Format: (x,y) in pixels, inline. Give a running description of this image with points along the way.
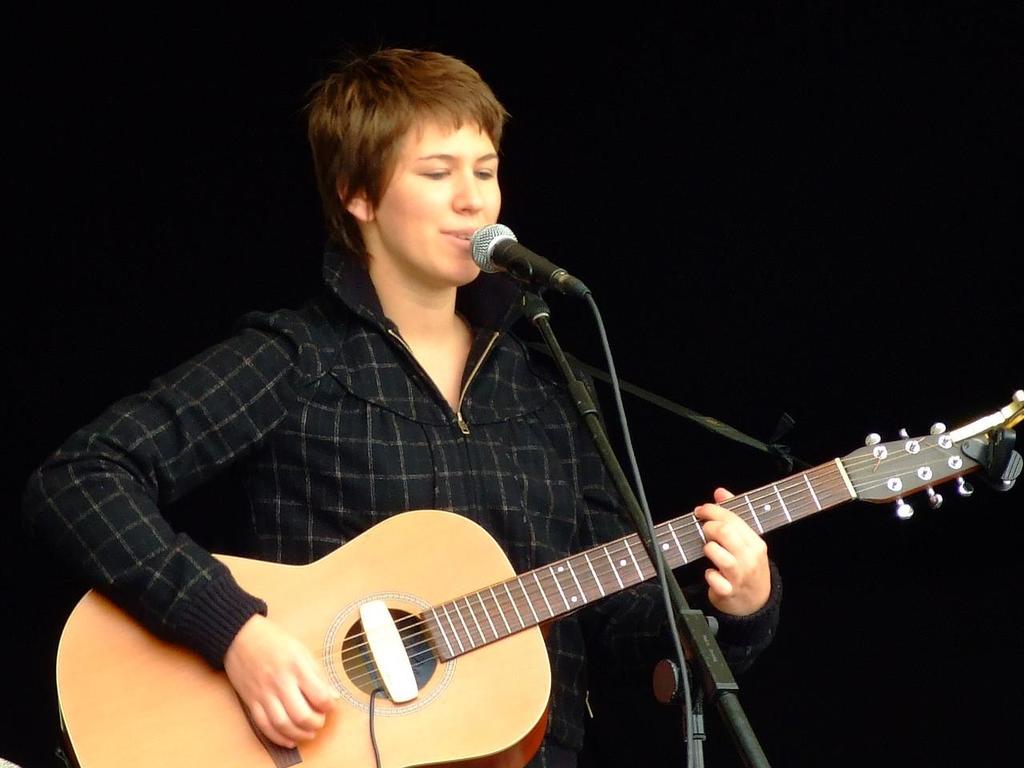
A woman (476,165) is singing with a mic (477,250) in front of her while playing guitar (871,475).
